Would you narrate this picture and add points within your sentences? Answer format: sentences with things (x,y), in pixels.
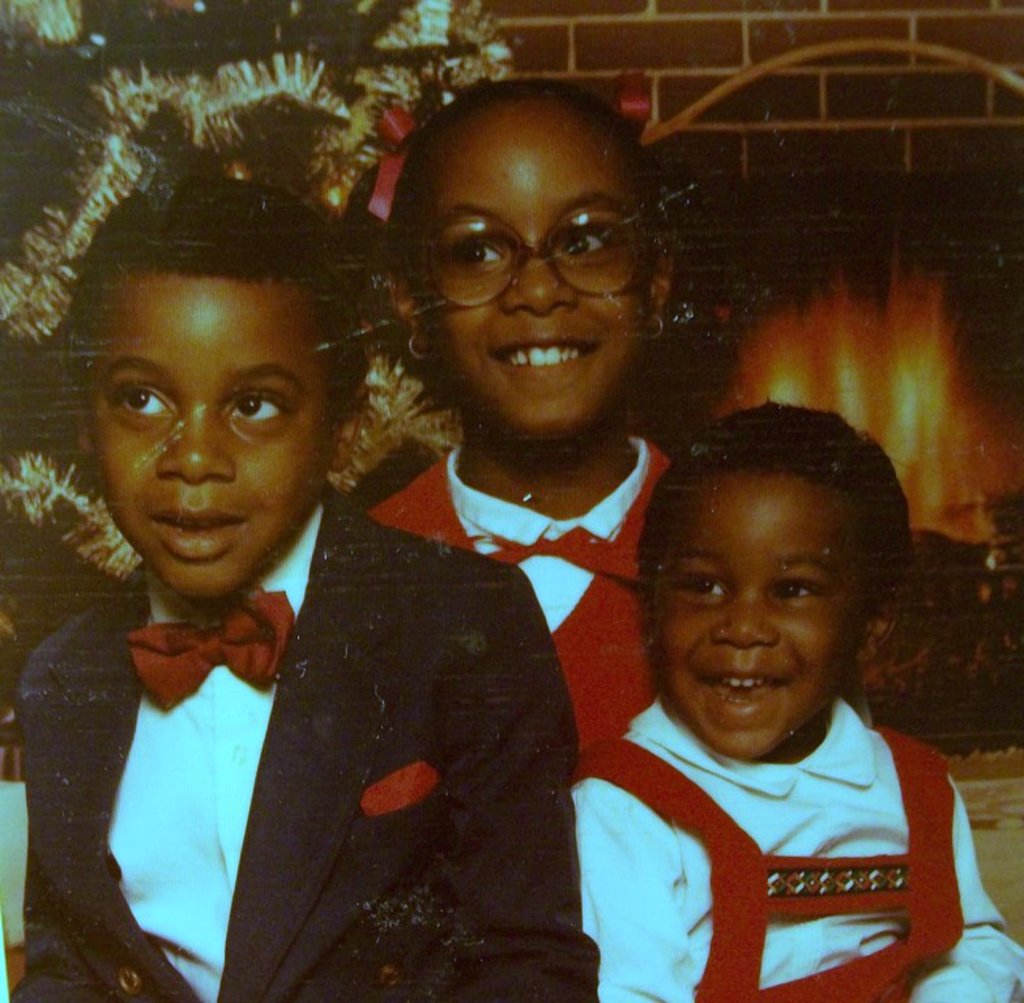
In the image there are three kids (356,579) laughing, on the back (273,114) there is a christmas tree (236,89) followed by firewood chimney (829,233) on the right side (799,82).
